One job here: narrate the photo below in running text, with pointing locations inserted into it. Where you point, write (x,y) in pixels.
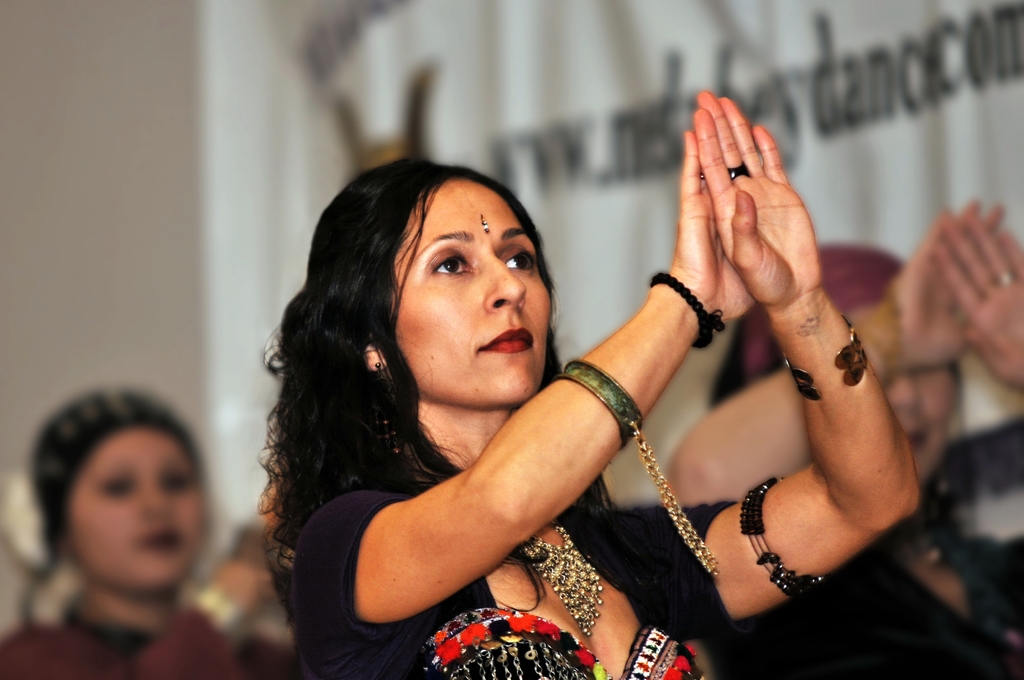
There is one woman (490,431) present at the bottom of this image (423,543) and we can see a person (188,513) on the left side of this image (141,547) and one on the right side of this image (958,571) as well. There is a wall (118,276) in the background (95,266).
